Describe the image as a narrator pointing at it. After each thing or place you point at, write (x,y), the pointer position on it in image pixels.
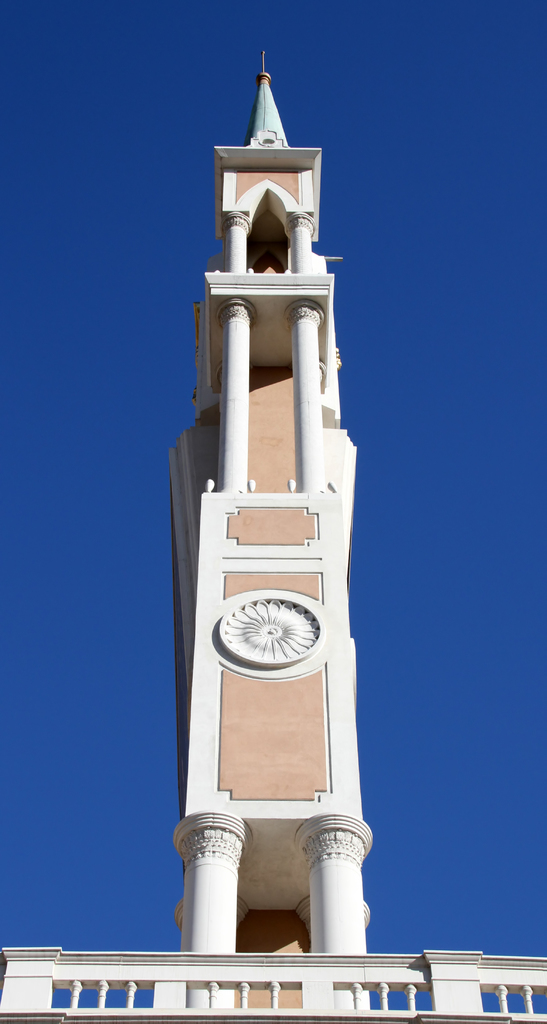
In this image I can see the building (216,629) which is in white and brown color. I can see the railing (318,958) to it. And there is a sky (505,242) in the back (505,242).
